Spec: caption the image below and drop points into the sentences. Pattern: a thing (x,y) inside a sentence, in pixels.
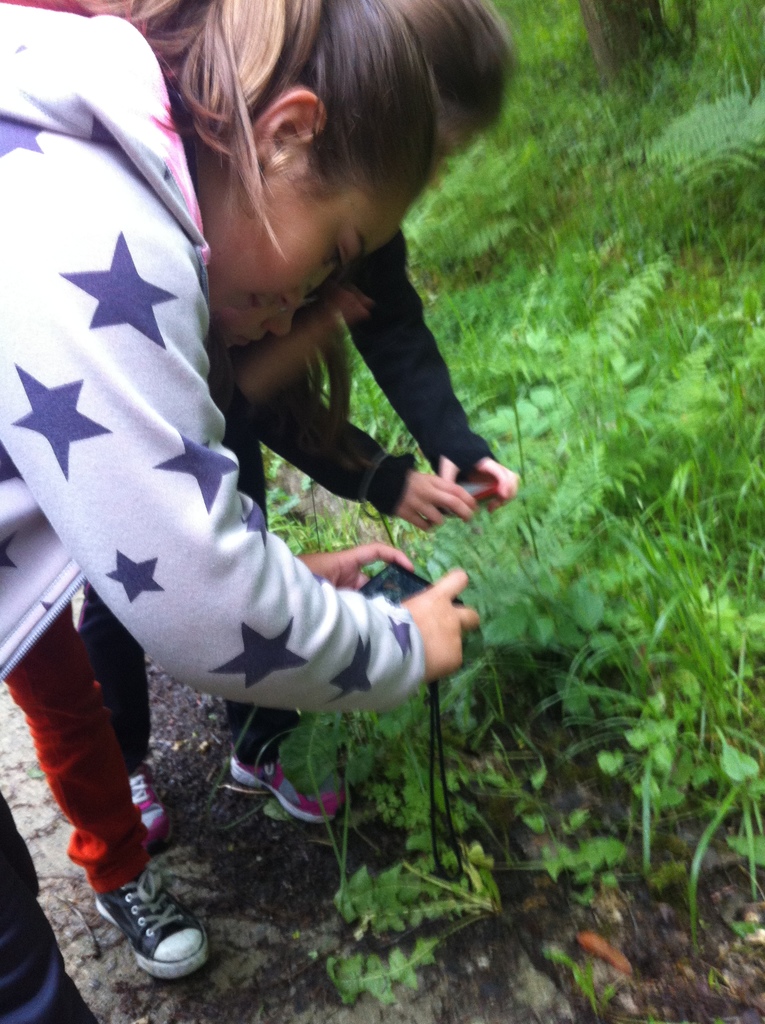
In this image we can see some girls (271,686) standing on the ground (221,723) holding some devices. We can also see some plants (399,531).
